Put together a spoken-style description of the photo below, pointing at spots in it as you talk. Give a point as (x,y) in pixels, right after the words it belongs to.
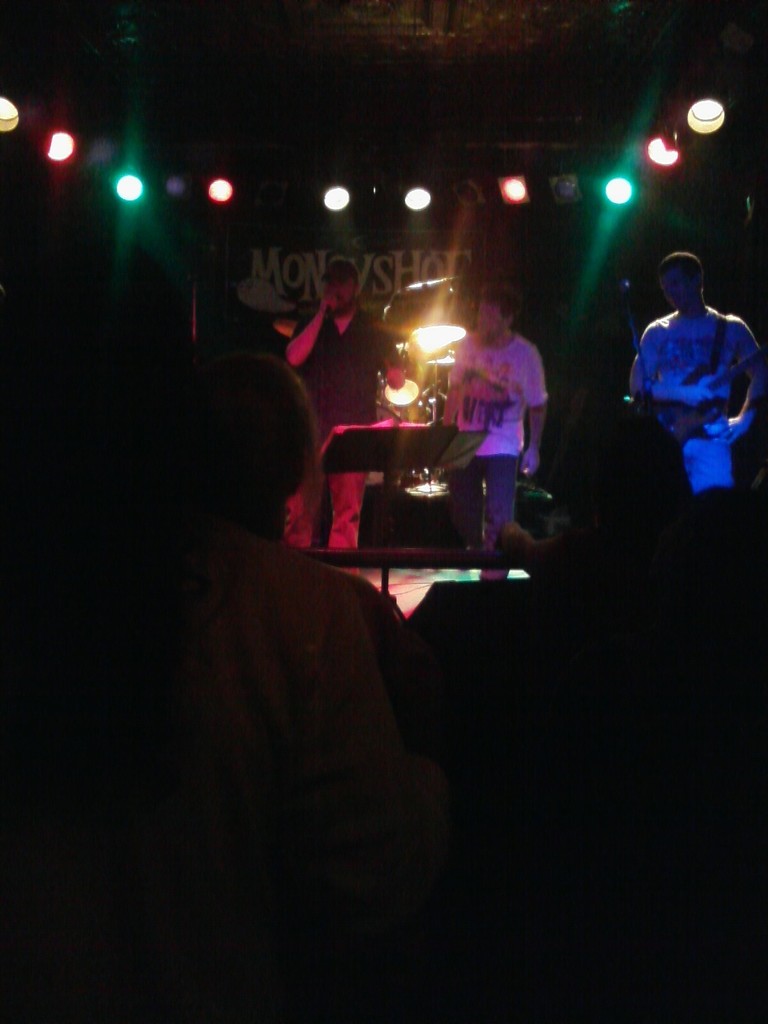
In this picture I can see few people (260,734) standing in front (356,954) and I see that it is dark and I can see the lights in the background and I see 3 men (453,408), who are standing and I see few things (410,391).
